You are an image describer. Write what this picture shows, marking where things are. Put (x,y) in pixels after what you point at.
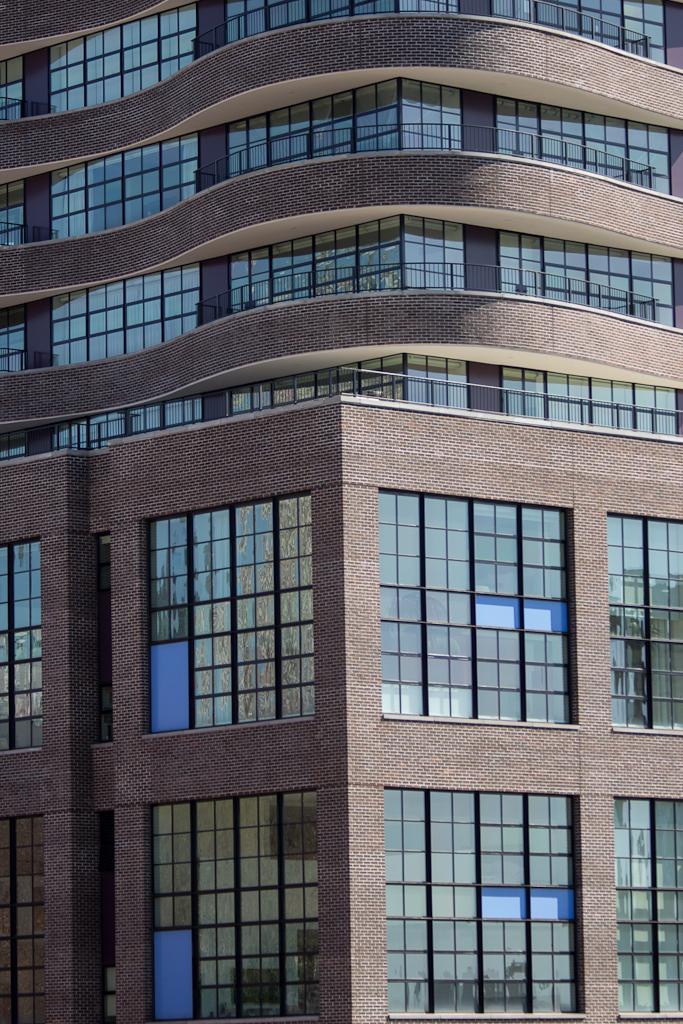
In this picture we can see a building (80,289) and curtains (117,322).
